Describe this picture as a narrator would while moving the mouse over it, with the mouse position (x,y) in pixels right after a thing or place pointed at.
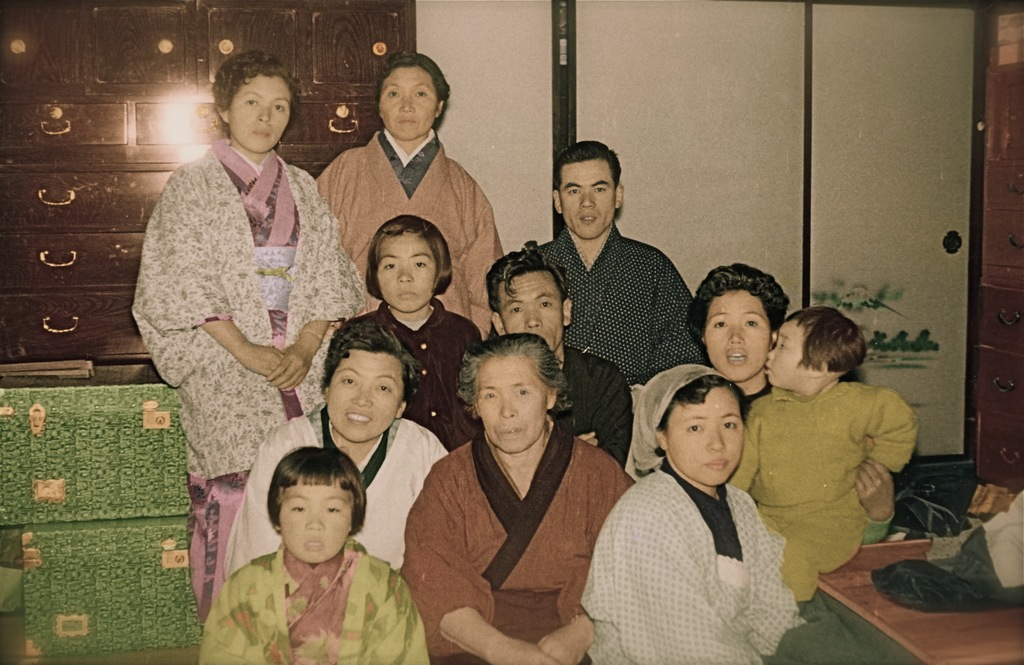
In this image there is a group of people (475,331) standing and sitting are posing for the camera, behind them there are wooden cupboards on the wall (702,259), beside them there are some objects (936,470) on the table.
